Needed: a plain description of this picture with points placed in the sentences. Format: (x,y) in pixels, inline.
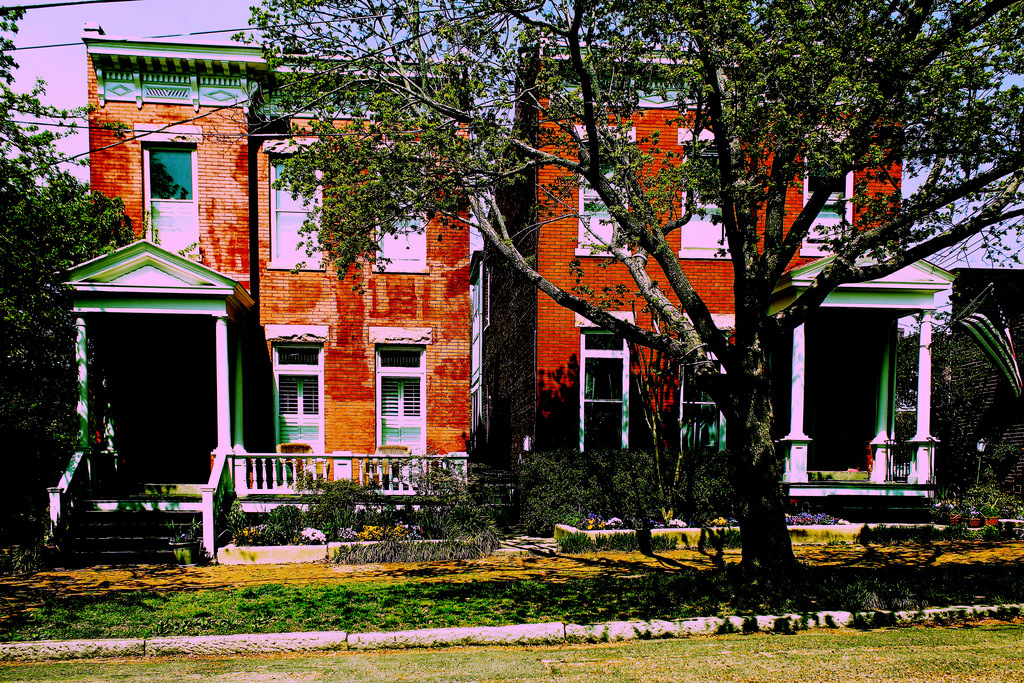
In the image there is a building (223,327) in the back (455,364) with many windows (423,373) with trees (598,103) in front of it on the grass (209,593).
